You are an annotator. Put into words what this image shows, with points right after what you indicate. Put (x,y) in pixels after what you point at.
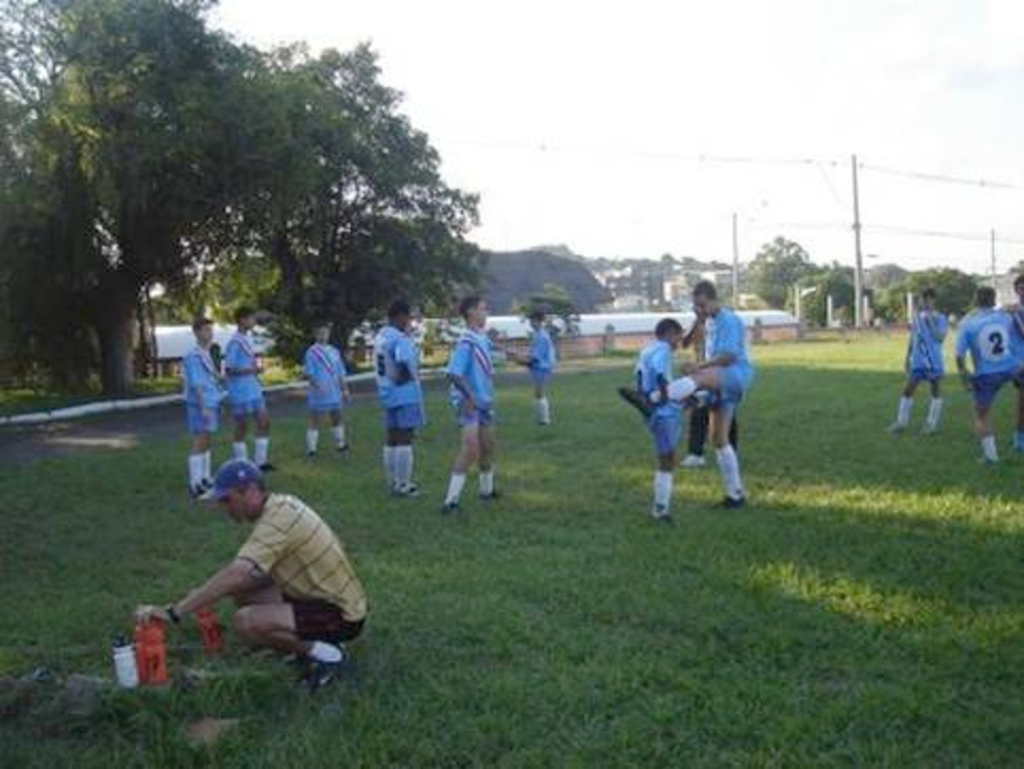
In the image in the center (402,336) we can see few people (253,366) were standing and they were in blue color t shirt (489,393). On the left side of the image (340,654) we can see one person (189,606) holding bottle (156,648) and he is wearing cap (237,473). In the background (224,129) we can see sky (1006,169), clouds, poles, wires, buildings (653,296), trees (16,268), fence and grass (609,484).
